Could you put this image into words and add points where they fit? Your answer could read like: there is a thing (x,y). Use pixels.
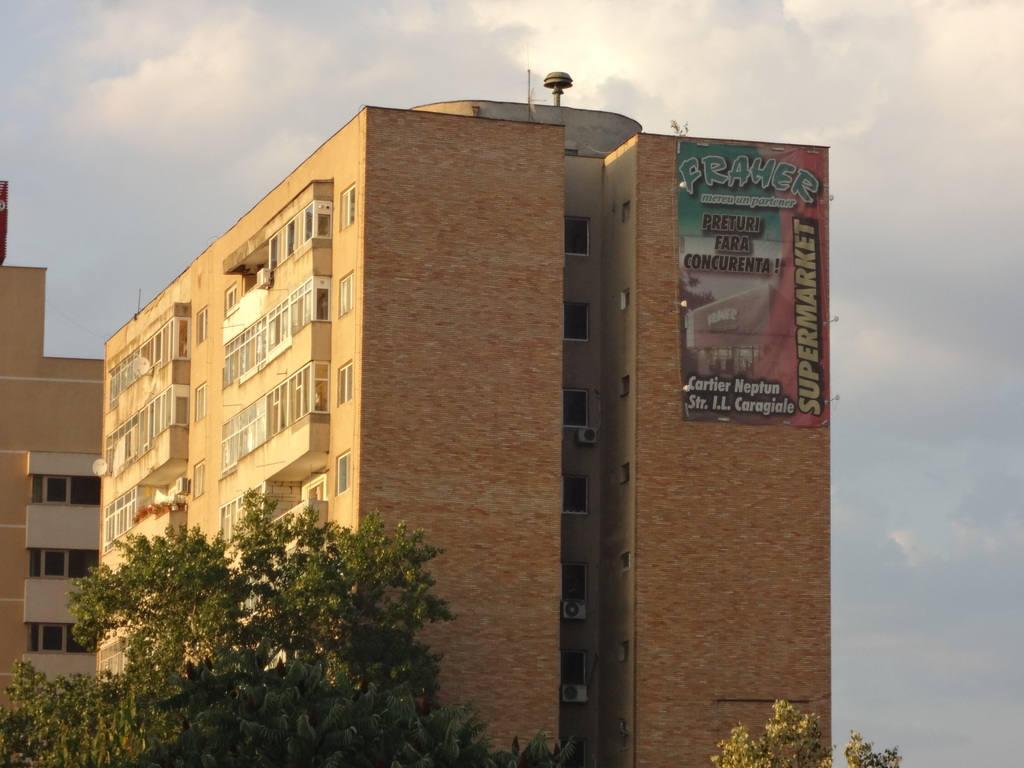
In this picture we can see trees (305,636) and behind the trees (201,672) there are buildings (273,424) and on the building (663,316) there is a banner (757,295). Behind the buildings (347,340) there is a cloudy sky (921,538).
